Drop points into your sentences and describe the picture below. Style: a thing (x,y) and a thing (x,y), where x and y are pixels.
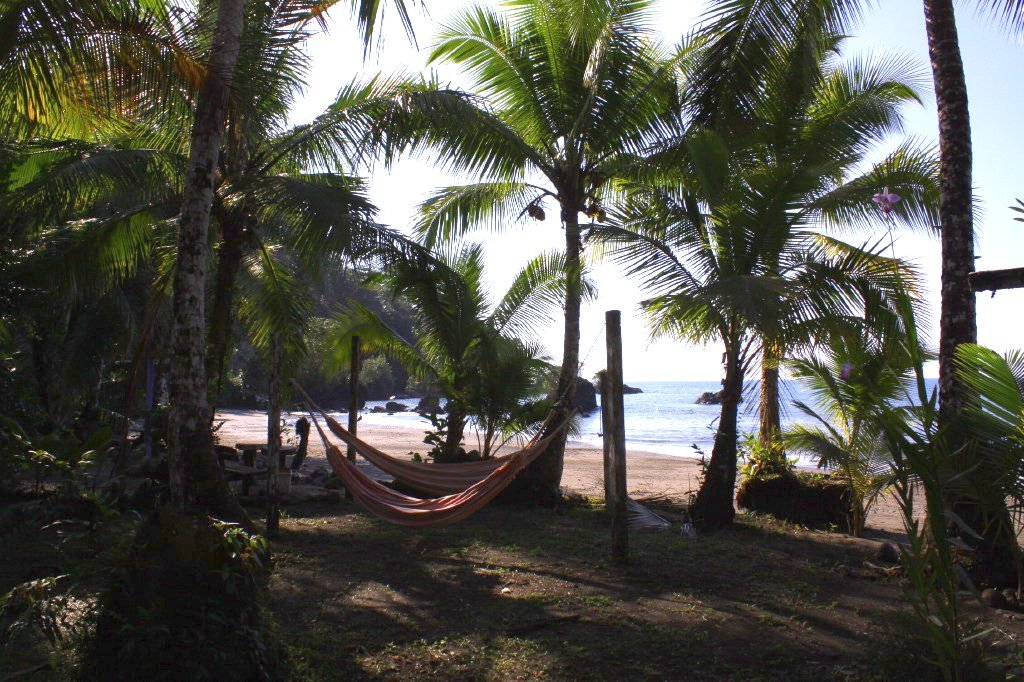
In the center of the image (596,268) we can see the sky (991,323), water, trees (701,273), grass (484,510), hammocks (403,504) and a few other objects (618,410).
